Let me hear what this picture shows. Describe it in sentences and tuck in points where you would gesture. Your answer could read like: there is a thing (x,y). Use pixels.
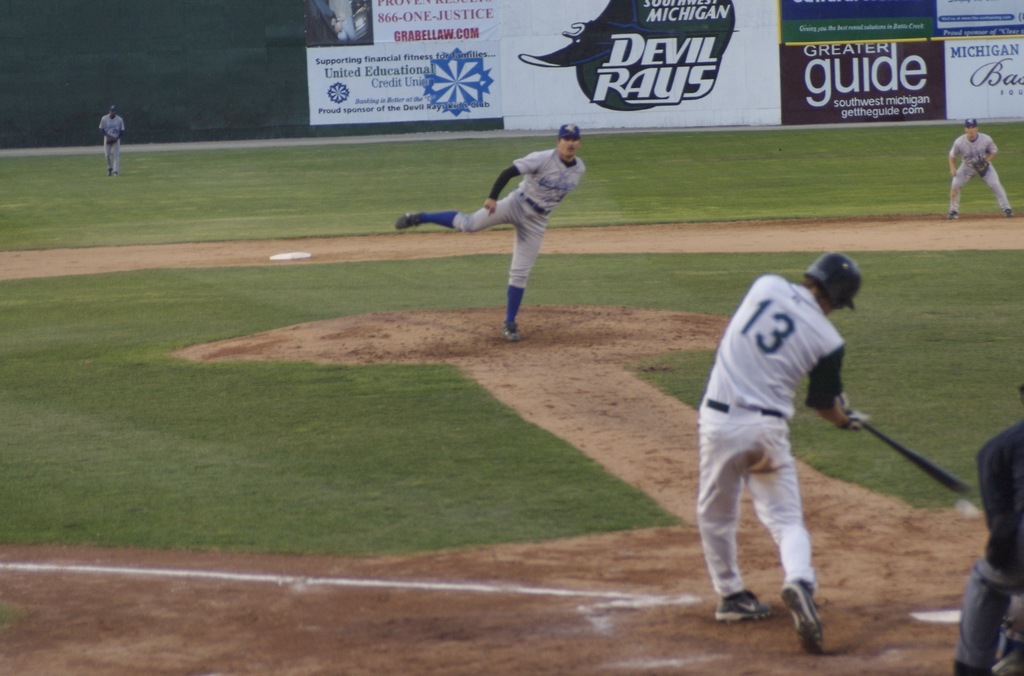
In this image there are few people (814,301) are playing baseball on the ground (395,216). At the back side (391,104) there are few banners (600,61).
